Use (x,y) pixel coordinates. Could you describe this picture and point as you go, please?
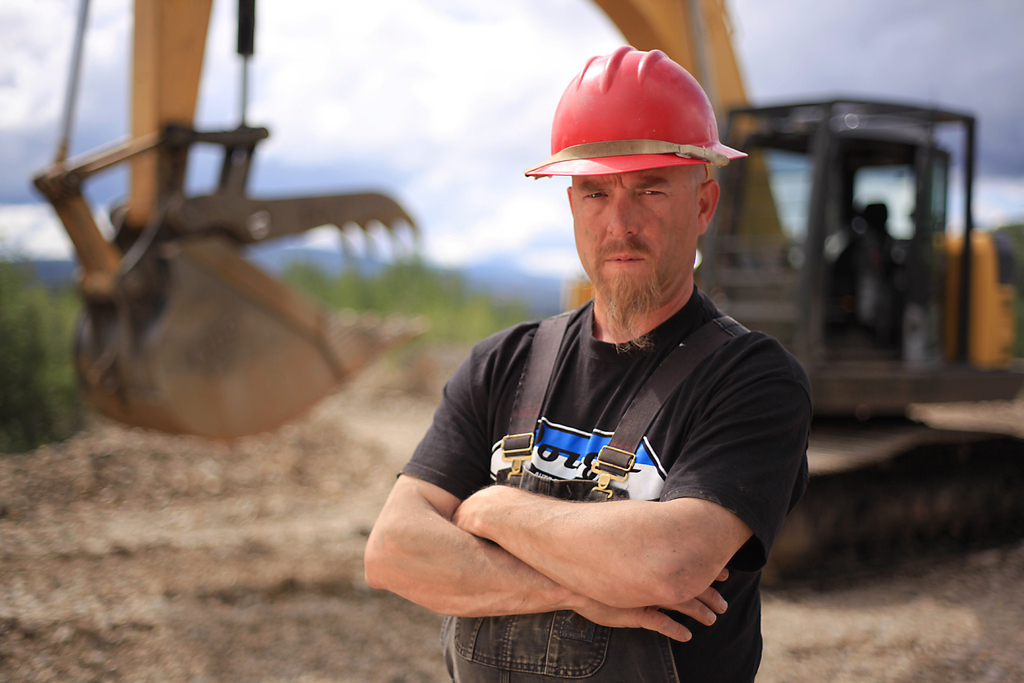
In this image we can see there is a person (612,314) standing. And at the back (760,300) there is a crane (198,346) on the ground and trees (321,274) and the sky (456,107).
